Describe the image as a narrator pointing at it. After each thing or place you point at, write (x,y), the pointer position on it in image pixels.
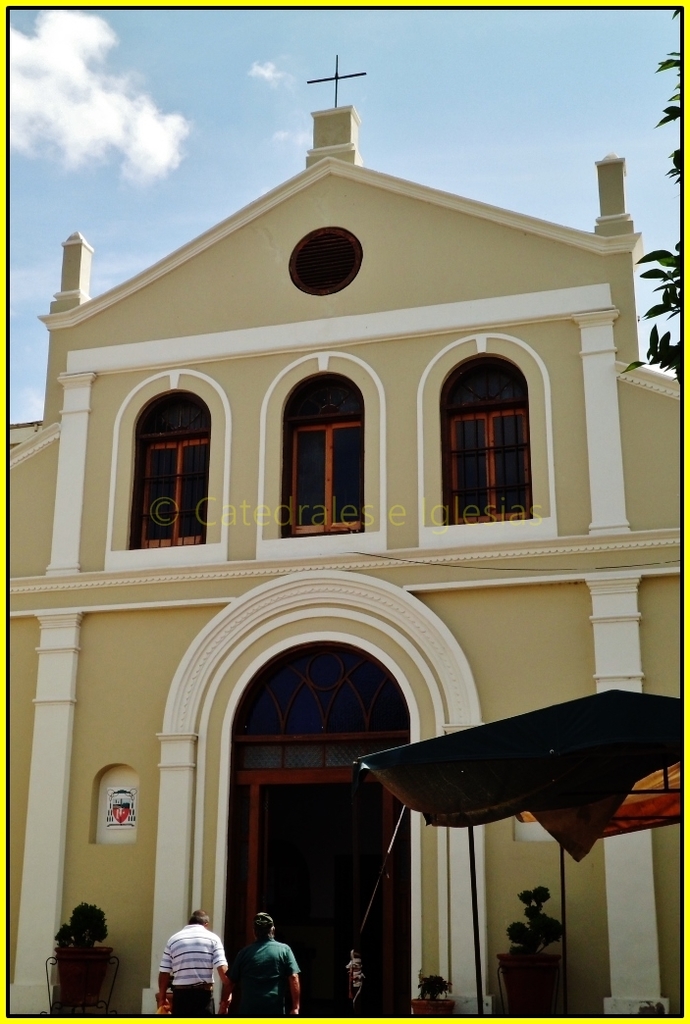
In this image I can see the building (465,707), windows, few people (177,977), flower pots (529,1002), few leaves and I can see the sky (192,183).
